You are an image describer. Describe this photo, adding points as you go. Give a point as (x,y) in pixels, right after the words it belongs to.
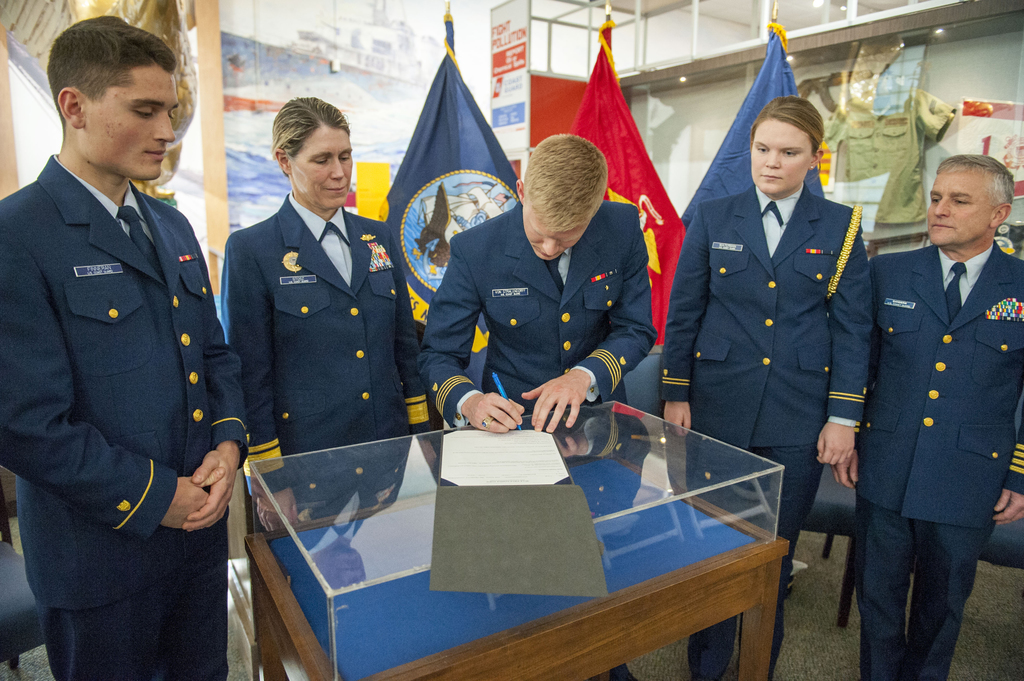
Here there are few people (548,374) including three men (132,405) and two women (249,235). And in the middle (510,379) a person (502,404) is signing something on the paper (507,459) which is on a glass table (425,459). And in the background (595,89) we can see three flags (632,145).
